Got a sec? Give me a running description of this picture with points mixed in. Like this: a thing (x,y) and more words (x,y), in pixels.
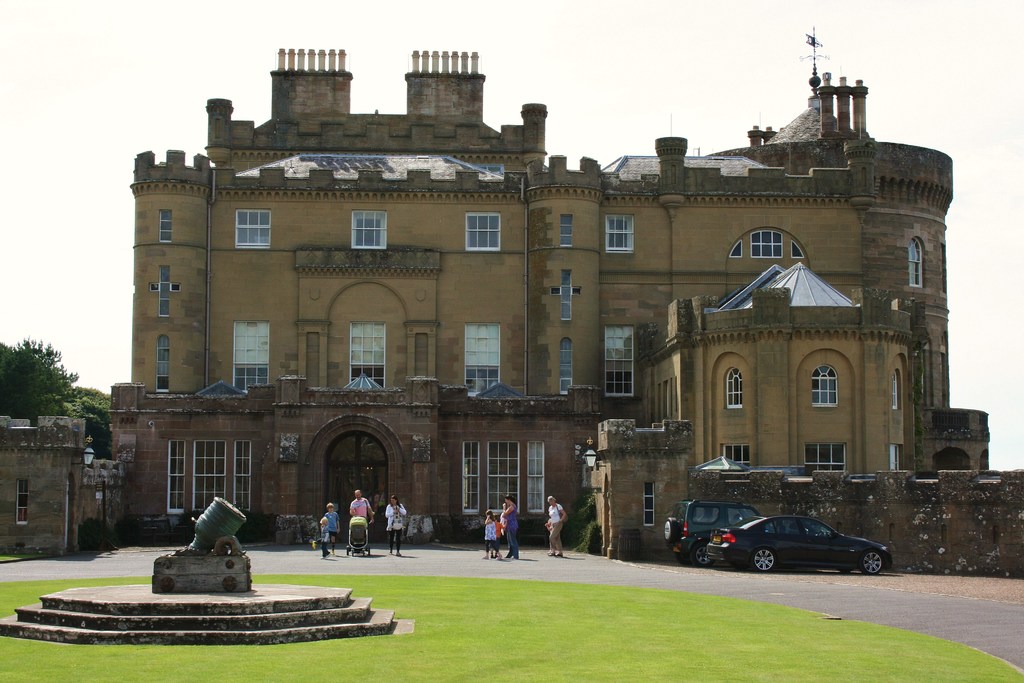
This image is taken outdoors. At the bottom of the image (496,634) there is a ground (260,659) with grass (562,660) on it. At the top of the image (665,77) there is the sky (897,134). In the middle of the image (640,372) there is a building (327,318) with walls (402,323), windows (368,360), doors (363,464), grills (222,449) and a roof (831,291). There is a direction pole (818,76). On the left side of the image (54,428) there is a tree (92,413) and there is an architecture (172,580). In the middle of the image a few people (493,548) are walking on the floor (477,546) and a few are standing. Two cars (699,525) are parked on the road (458,566).
